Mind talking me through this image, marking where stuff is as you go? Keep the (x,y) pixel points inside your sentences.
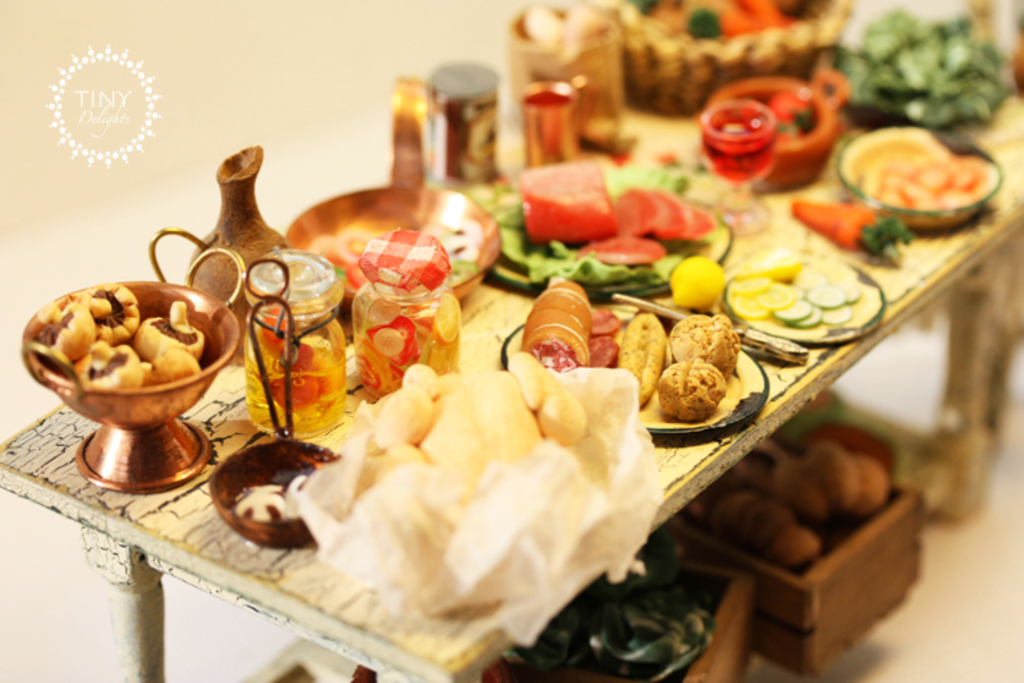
In this image, we can see a table (312,439), on the table (326,442), we can see plate (763,370) with some food item (728,348), carrot (896,222), bowl (890,207), jar (366,277), two bottles (301,284), cup (151,430), tissue (312,488), basket (779,63) with some food item (732,25), green color leaves (848,59), glass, knife (773,354), under the table (796,392), we can see two baskets (858,598) with some vegetables (658,647).
